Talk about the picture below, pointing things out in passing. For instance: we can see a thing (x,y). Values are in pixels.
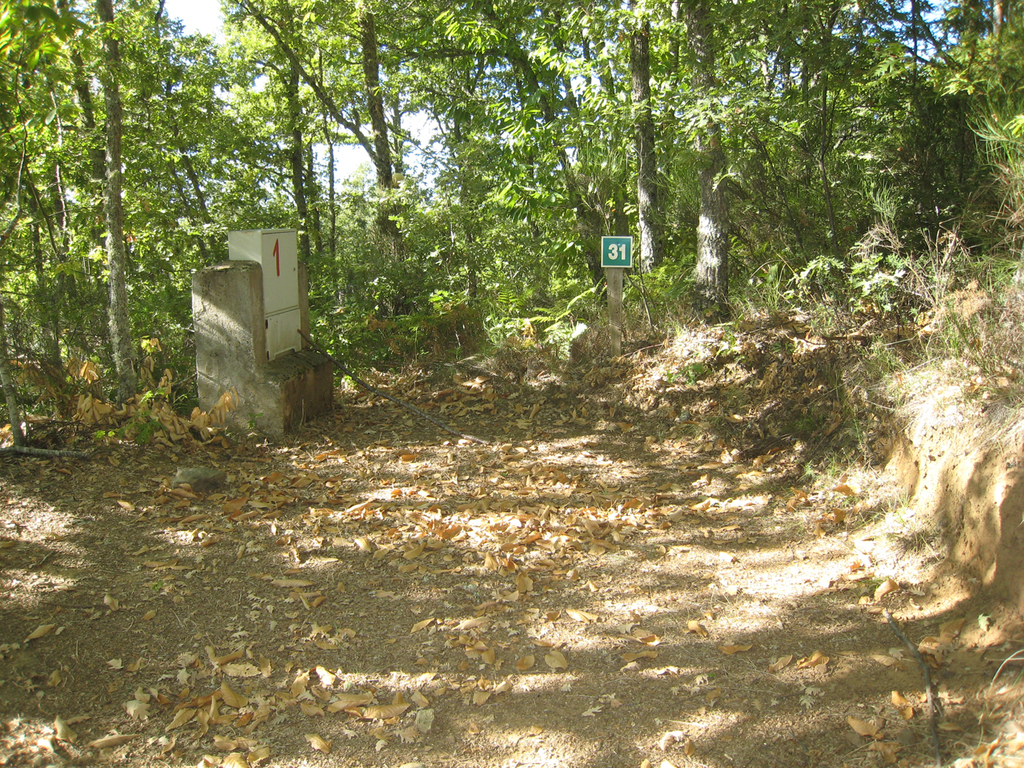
In this image we can see there is the pillar (253,324) with box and board (606,254). And there are trees (602,130), leaves (356,346) and the sky (220,14).
